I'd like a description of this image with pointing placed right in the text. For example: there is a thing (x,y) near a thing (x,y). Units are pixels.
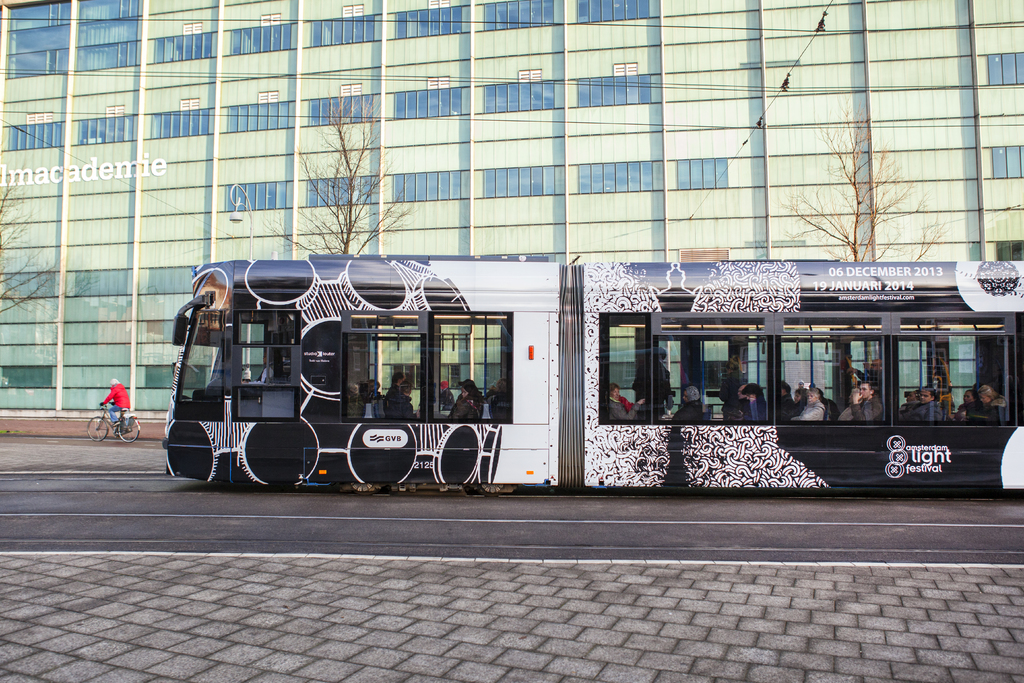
In this image in the center (408,380) there is one tram (266,398), and in the tram (685,370) there are some people (631,417) who are sitting. At the bottom (167,508) there is a road (179,509) and footpath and on the left side (117,408) there is one person (116,408) who is sitting on a cycle (96,423) and riding, and also we could see some trees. In the background (109,175) there is a building (706,150).
